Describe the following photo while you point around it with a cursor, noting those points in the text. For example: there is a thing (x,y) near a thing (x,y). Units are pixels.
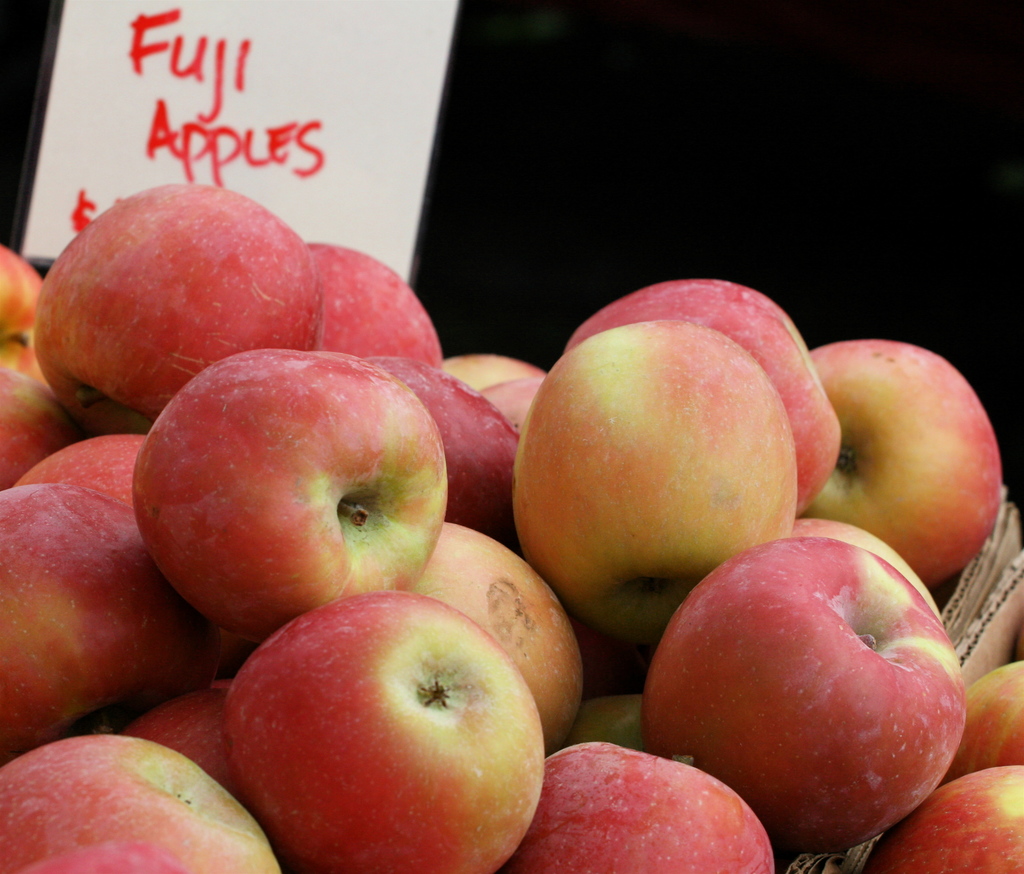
Background (925,266) portion of the picture is completely dark. In this picture we can see the fruits (422,829). They all are apples (854,569). We can see the cardboard pieces (955,602). We can see a paper note (301,139).
